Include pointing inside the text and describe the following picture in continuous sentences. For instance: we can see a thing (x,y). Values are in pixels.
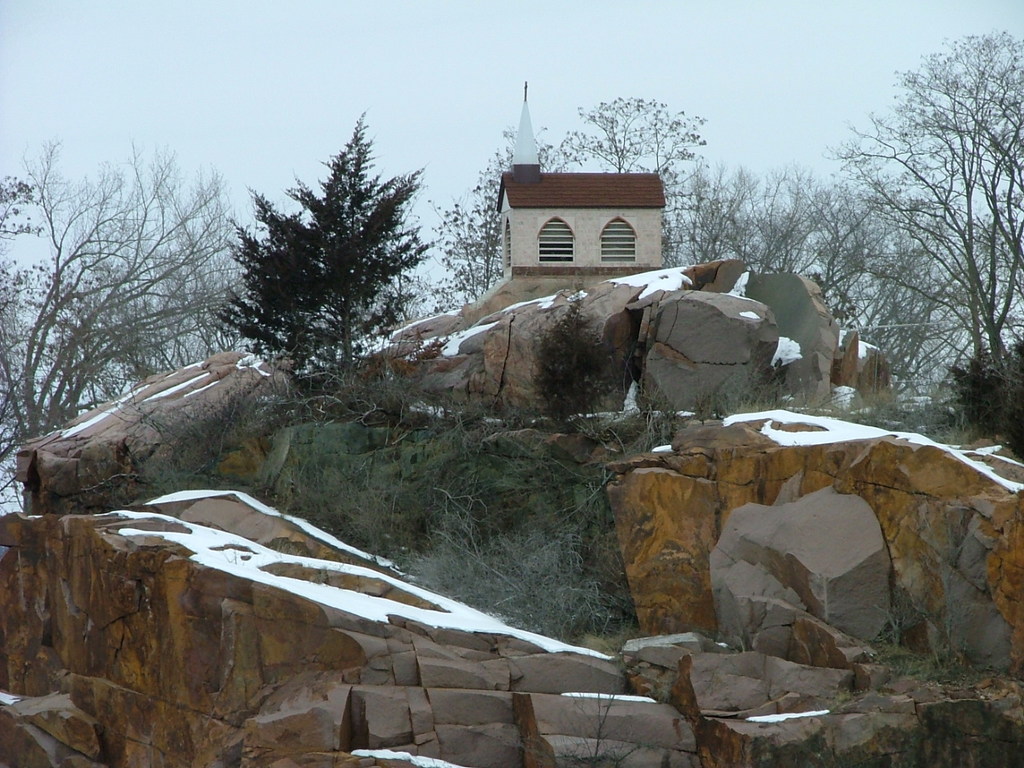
In this image we can see a house (584,222). There are many trees (453,244) and plants (491,542) in the image. We can see the sky (287,57) in the image. We can see the rock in the image.
